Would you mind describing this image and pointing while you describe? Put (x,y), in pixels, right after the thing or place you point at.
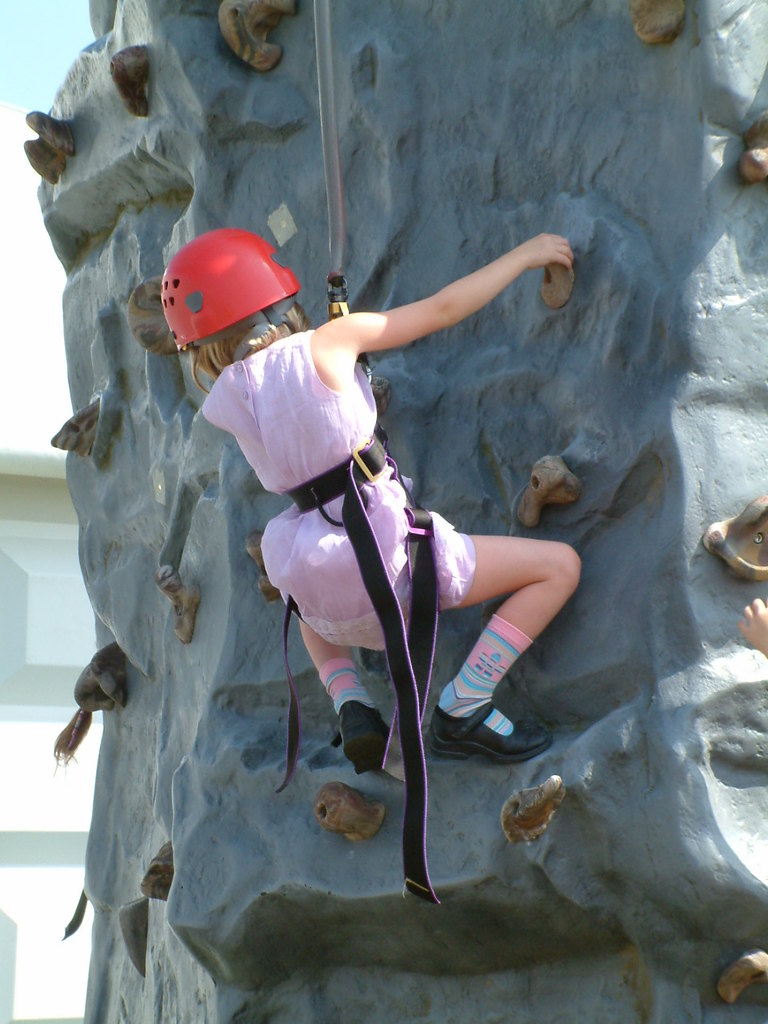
A person (325,462) is sport climbing wearing a pink dress (281,381), red helmet (218,305) and black shoes (461,740). There is a white door (20,902) at the back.
